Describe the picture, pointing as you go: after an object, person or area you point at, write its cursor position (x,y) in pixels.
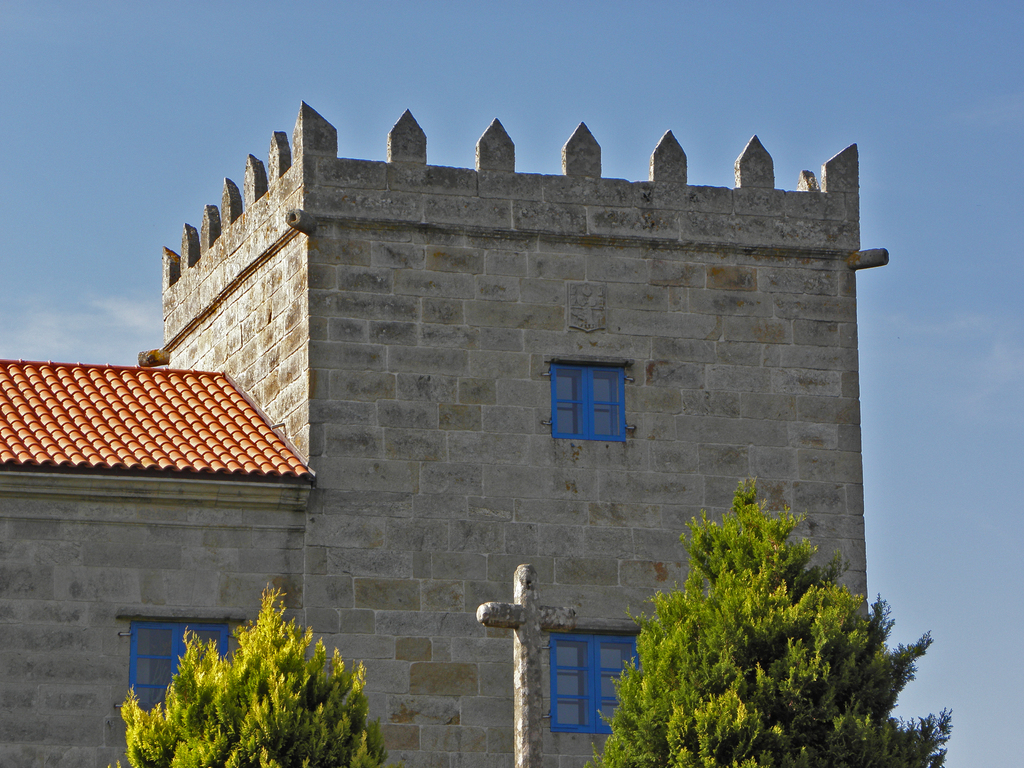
In this image we can see a building (578,520) with three windows (589,404). In the foreground (658,623) we can see two trees (326,717) and a statue (533,687). In the background (974,505), we can see the sky (438,39).
